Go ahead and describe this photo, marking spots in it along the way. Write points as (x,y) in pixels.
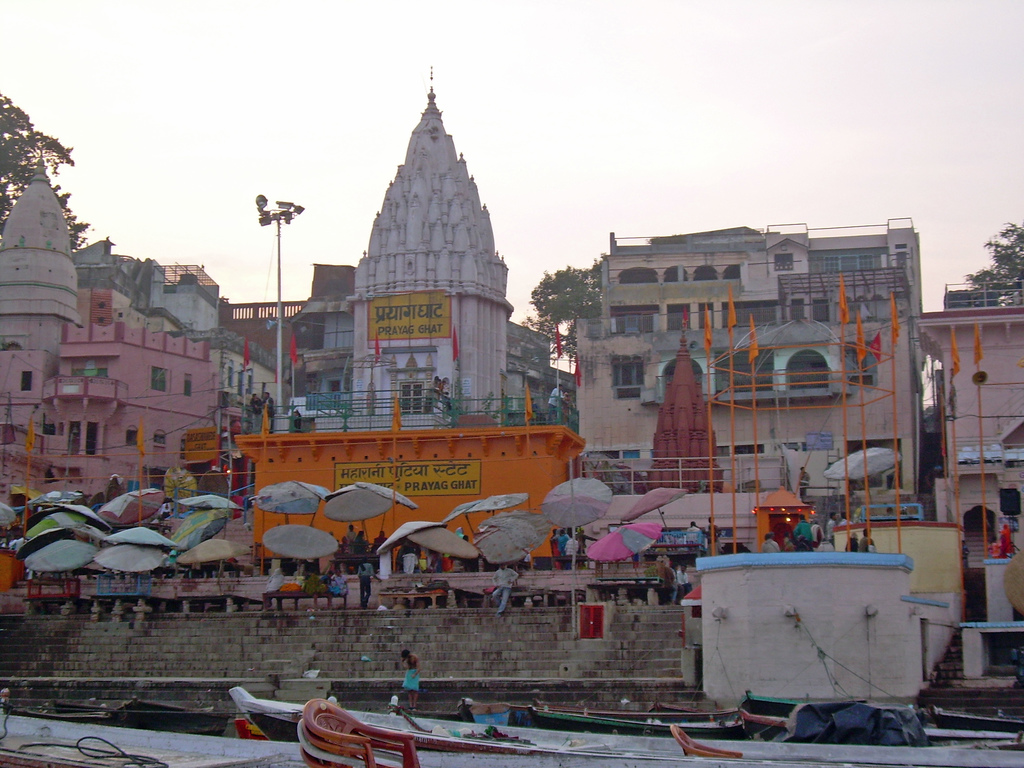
In this picture I can see at the bottom (551,711) there are boats (551,709), in the middle (575,501) there are umbrellas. In the background (696,504) there are buildings (566,449) and trees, at the top (727,159) there is the sky (684,139).
